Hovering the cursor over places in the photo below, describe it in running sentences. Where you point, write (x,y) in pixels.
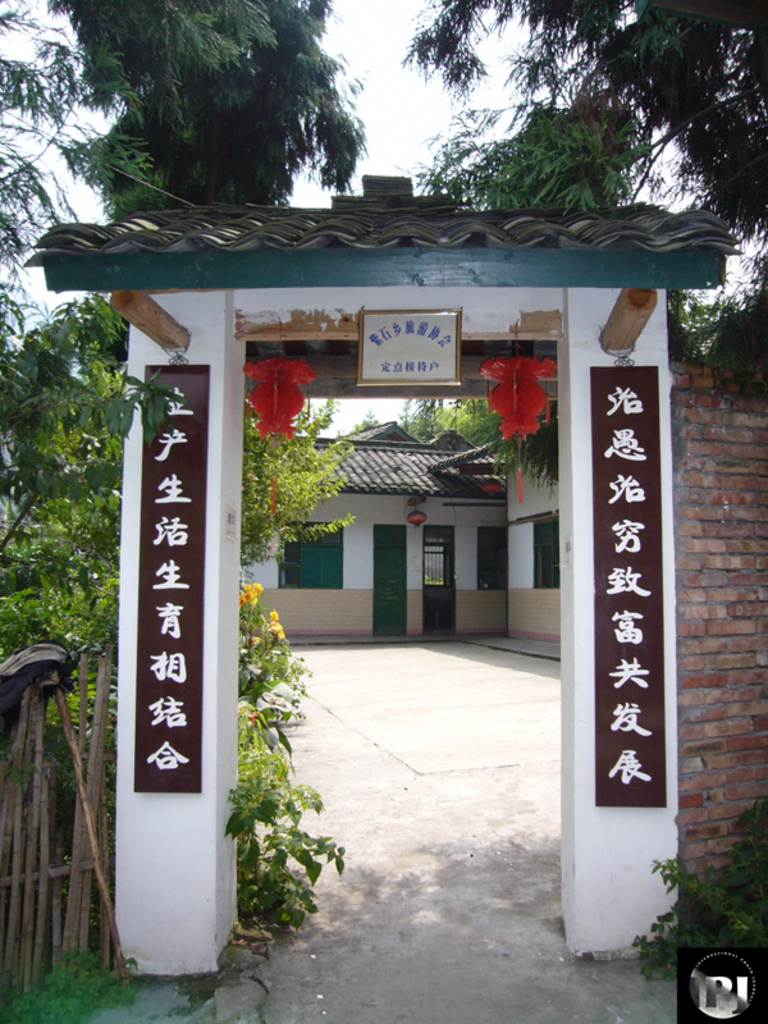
In this image, we can see an arch (662,452), wall (687,602), wooden sticks (28,899), plants (7,1012) and walkway (362,950). In the background (751,142), we can see trees (761,196), house (466,578), wall (463,584), windows (502,577), door (424,577), path (397,678) and sky (478,80). Here we can see decorative objects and frame (440,364). On the right side (729,989) bottom corner, there is a logo (713,1003).
